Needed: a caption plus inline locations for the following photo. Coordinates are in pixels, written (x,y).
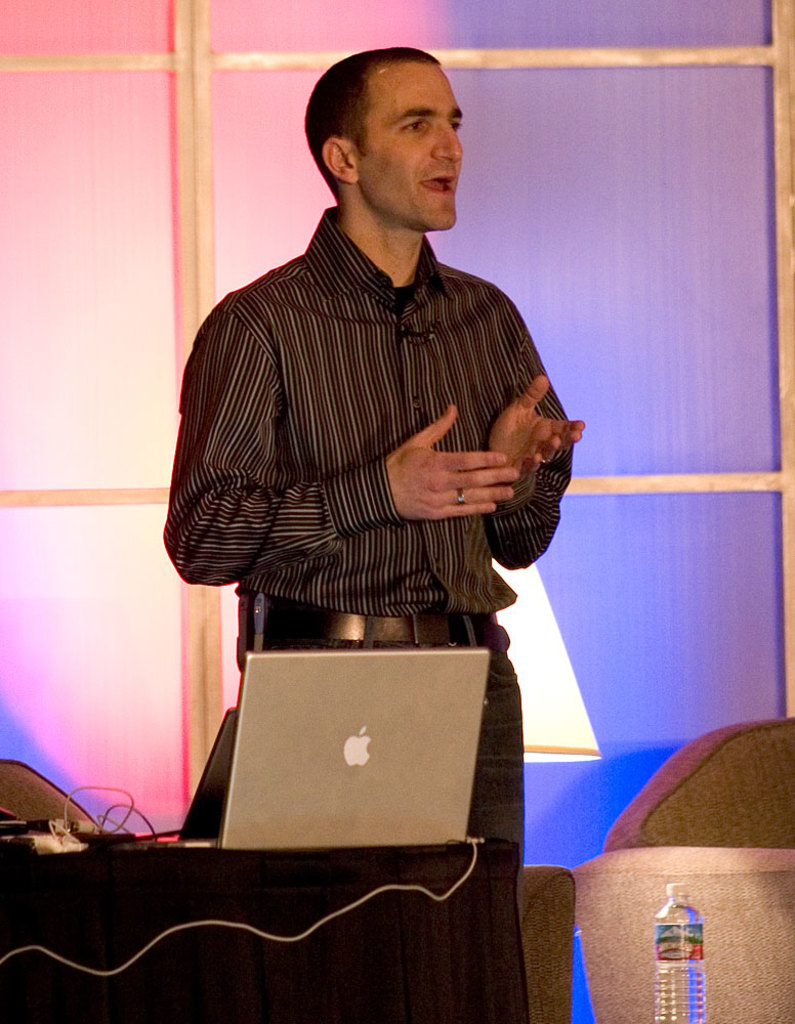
In this image we can see a person (441,371) standing beside a table (285,893) on which we can see a laptop (367,787) and some cables (118,829) are placed. In the right side of the image (784,810) we can see a sofa (769,761). In the background (551,646) we can see a lamp (542,656) and the wall (638,101). At the bottom of the image (693,959) we can see a bottle (701,979).
